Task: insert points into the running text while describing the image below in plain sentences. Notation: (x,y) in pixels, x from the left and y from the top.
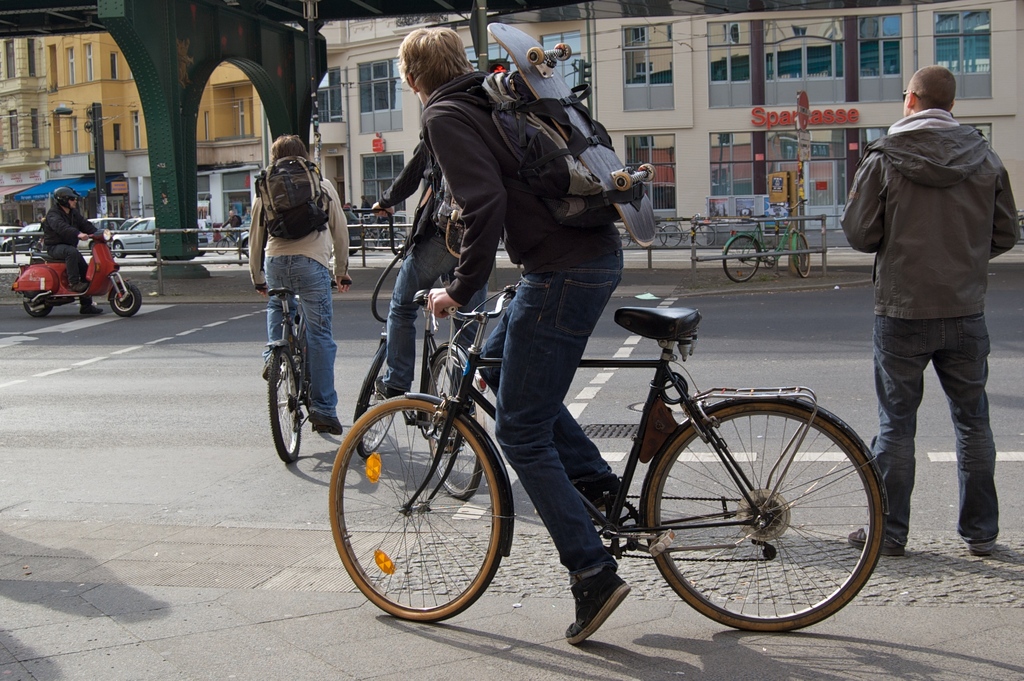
In this image there is a man (553,425) riding a bicycle (484,339) by wearing a bag (551,126) and a skateboard (519,42), and there is another person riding the bicycle (438,357), another person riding the bicycle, another person (967,449) standing in the road (821,390) and at the back ground (220,220) there is another person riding scooter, bridge (278,59), building (34,68), bicycle (756,225), car (126,222), bike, name board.
